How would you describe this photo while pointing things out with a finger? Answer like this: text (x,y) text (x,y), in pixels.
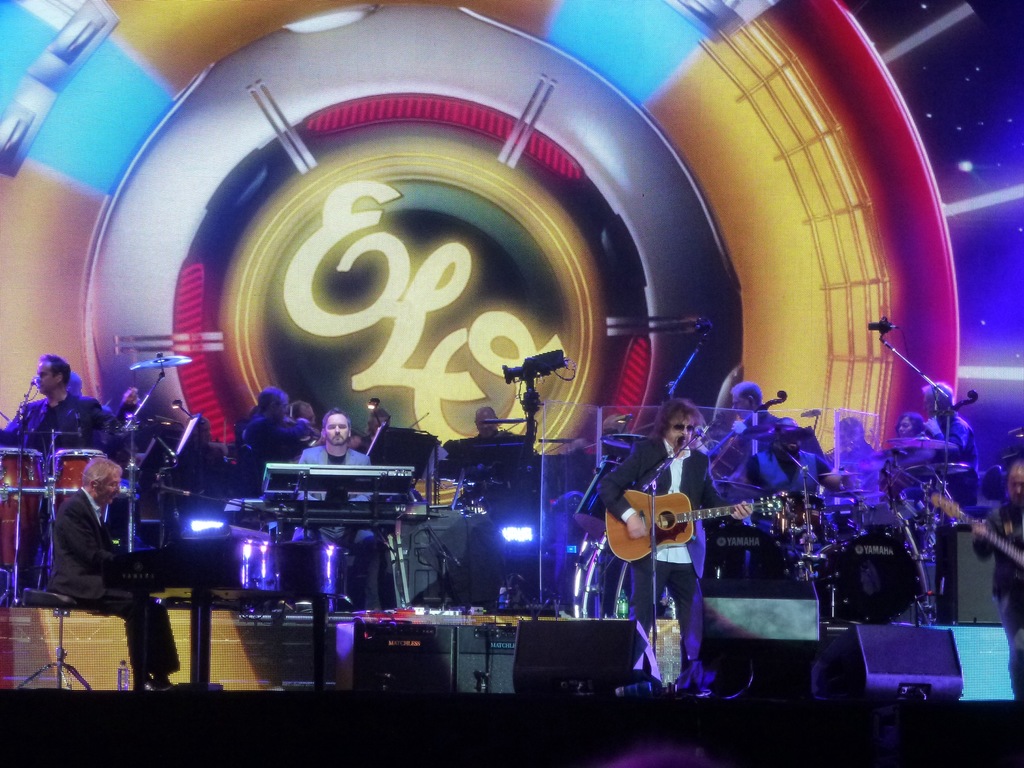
There is a group of a people (780,480). They are playing musical instruments (221,556).
